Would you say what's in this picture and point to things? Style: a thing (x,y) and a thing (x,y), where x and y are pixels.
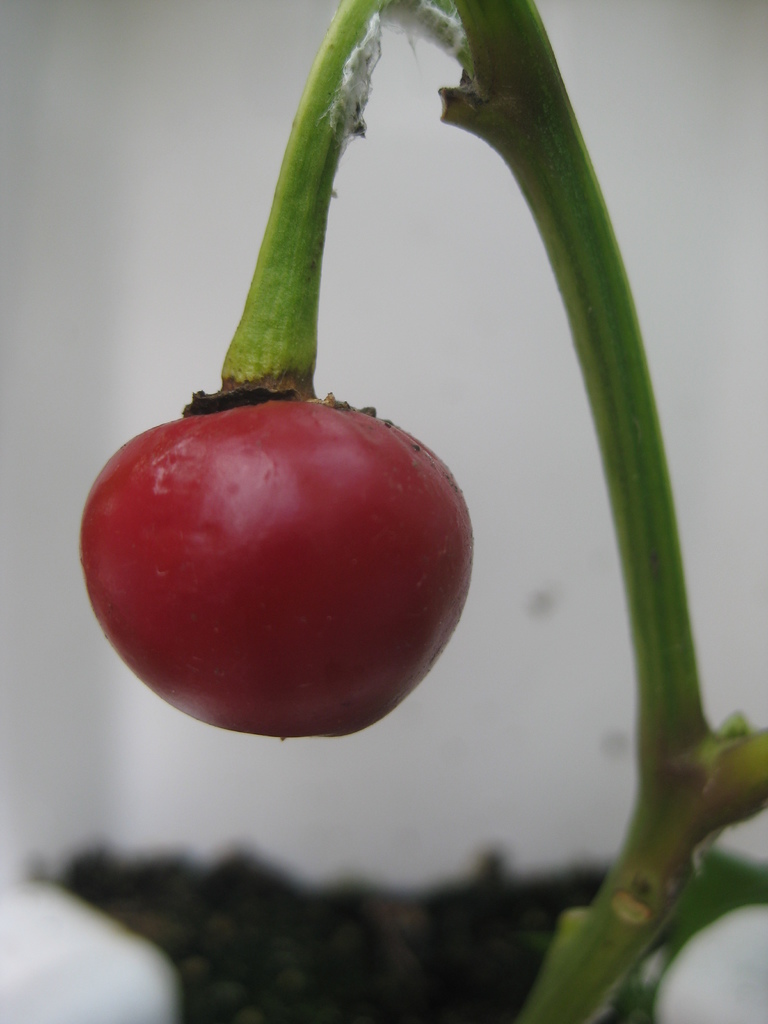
This image is taken outdoors. In the background (374,284) there is a wall (225,804). At the bottom of the image (326,982) there is soil (353,921). In the middle of the image (331,456) there is a plant (620,951) and there is a fruit (220,558) which is red in color.
